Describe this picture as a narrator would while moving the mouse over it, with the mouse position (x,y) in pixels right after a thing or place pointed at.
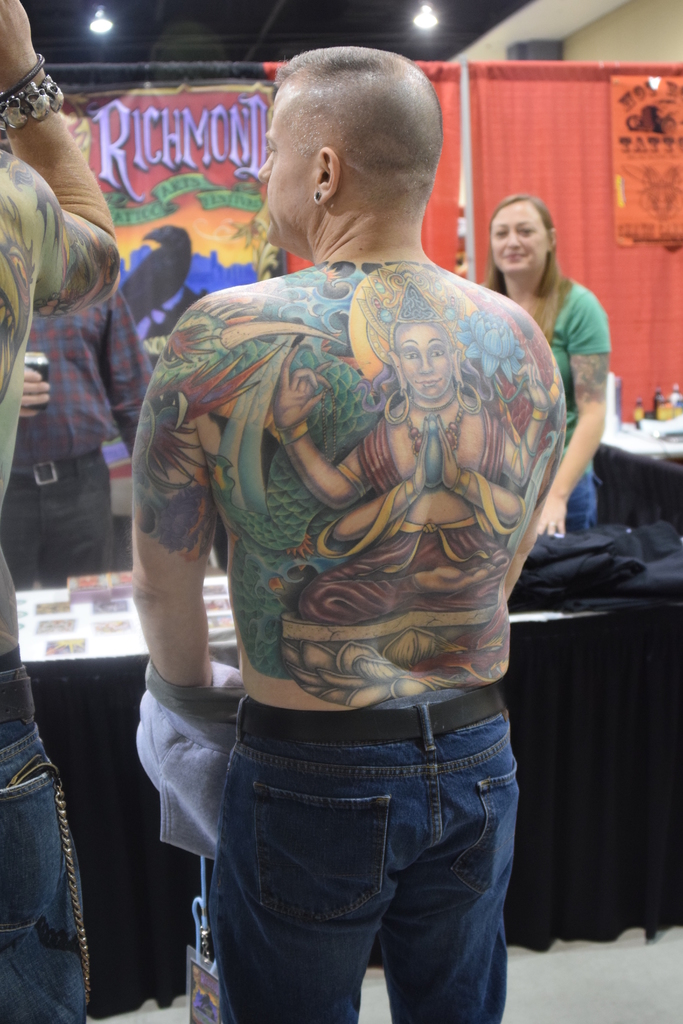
In this image there are people (547,398) and there is a table (662,749). We can see things (606,570) placed on the table (599,677). In the background (520,122) there are curtains (530,161) and board (644,135). At the top (105,32) there are lights (97,29).
